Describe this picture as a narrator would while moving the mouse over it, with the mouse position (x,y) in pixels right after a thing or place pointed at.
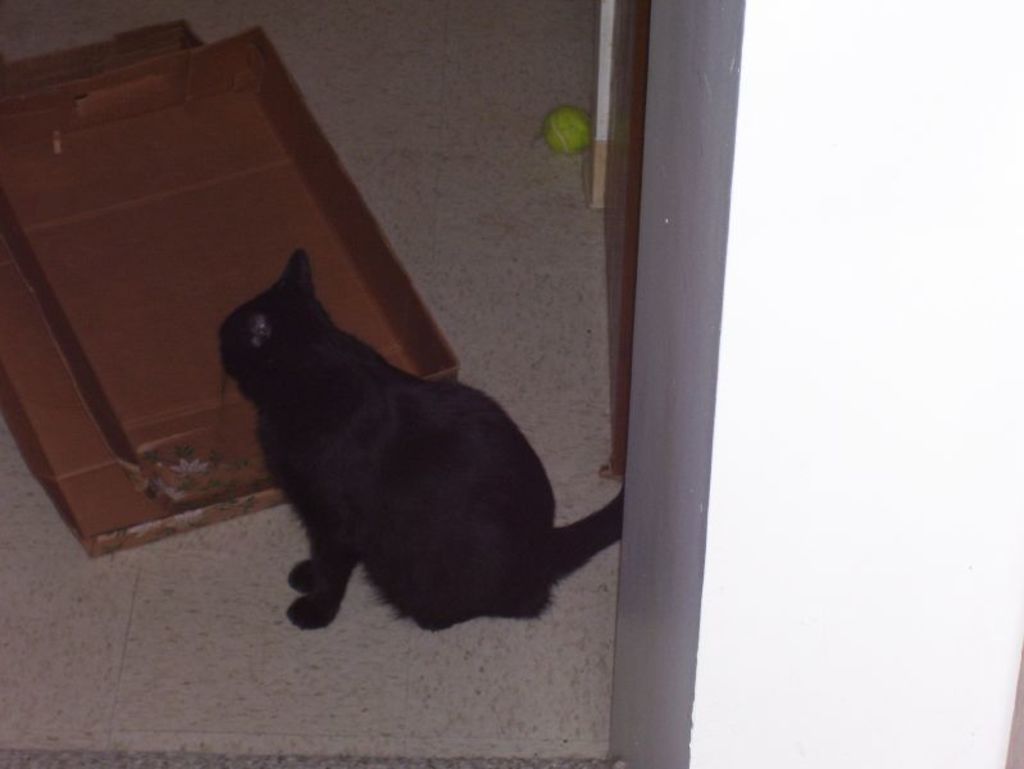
In this picture we can see a black color cat (392,530), on the right side (844,384) there is a wall (875,387), we can see a cardboard box (398,341) on the left side (140,328), in the background (581,136) there is a tennis ball (563,127).
